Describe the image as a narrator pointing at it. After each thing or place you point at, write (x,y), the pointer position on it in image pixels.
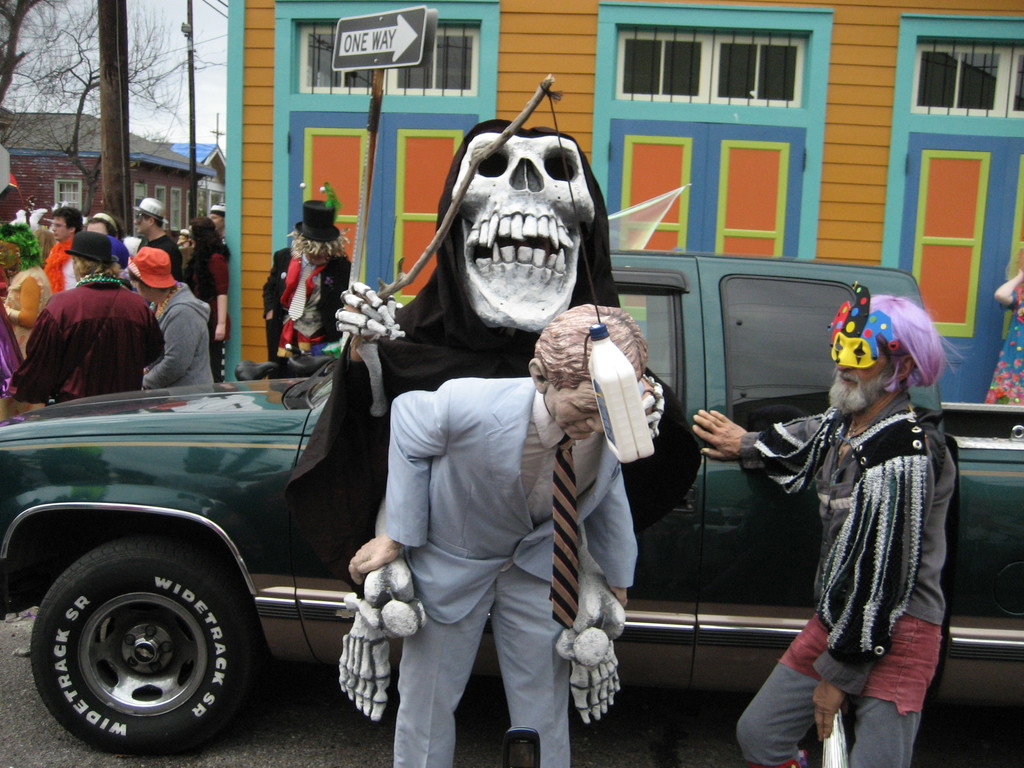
In this image in the foreground (557,210) I can see a person (532,410) wearing a suit (470,421) and back side of him I can see a toy (346,330) and which is holding a stick (492,147), on the stick (520,125) I can see a bottle (602,410) hanging, beside that person (629,341) I can see another person (905,489) visible in front of the car (731,306) and the car (206,514) is parking in front of the house (429,71), in front of the house (469,77) I can see a sign board (400,48), on the left side (198,206) I can see group of people (178,269), house (75,118), tree (53,47), sky (84,68), pole (192,62).
